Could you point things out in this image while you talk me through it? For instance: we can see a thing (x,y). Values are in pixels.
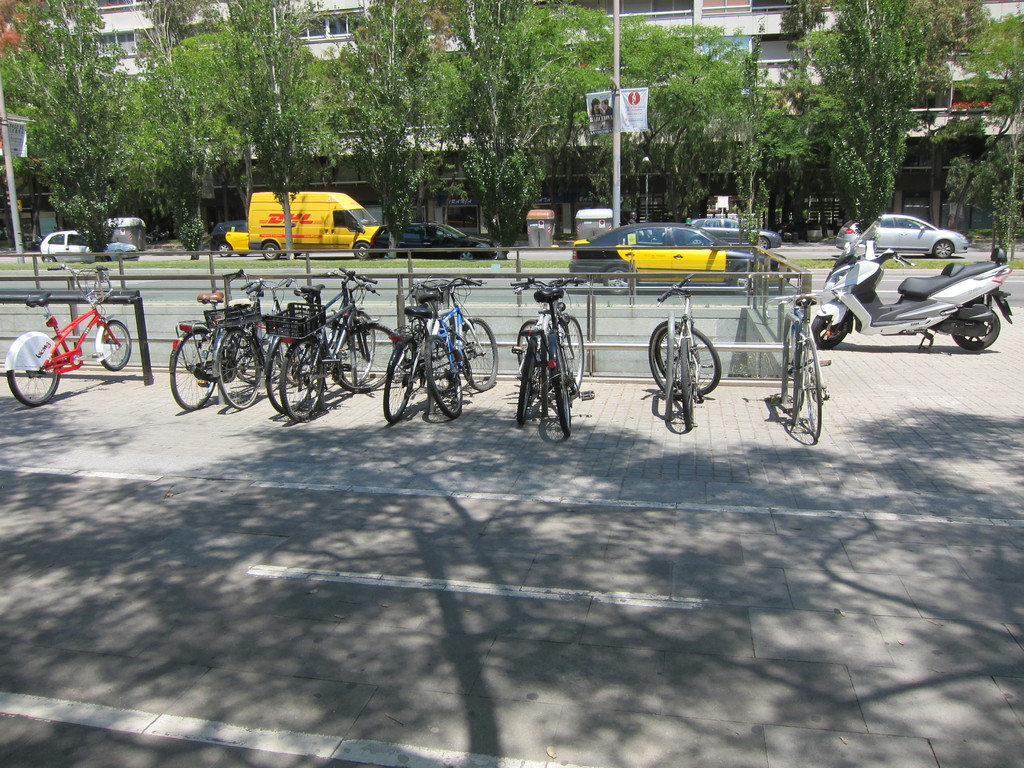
In this image in the center (439,338) there are bicycles (480,360) on the footpath (732,394) and there is a bike (885,313). In the background (648,259) there are cars (604,255) moving on the road (794,255), there are trees (555,126), poles (15,209) and there is a building (590,5).
